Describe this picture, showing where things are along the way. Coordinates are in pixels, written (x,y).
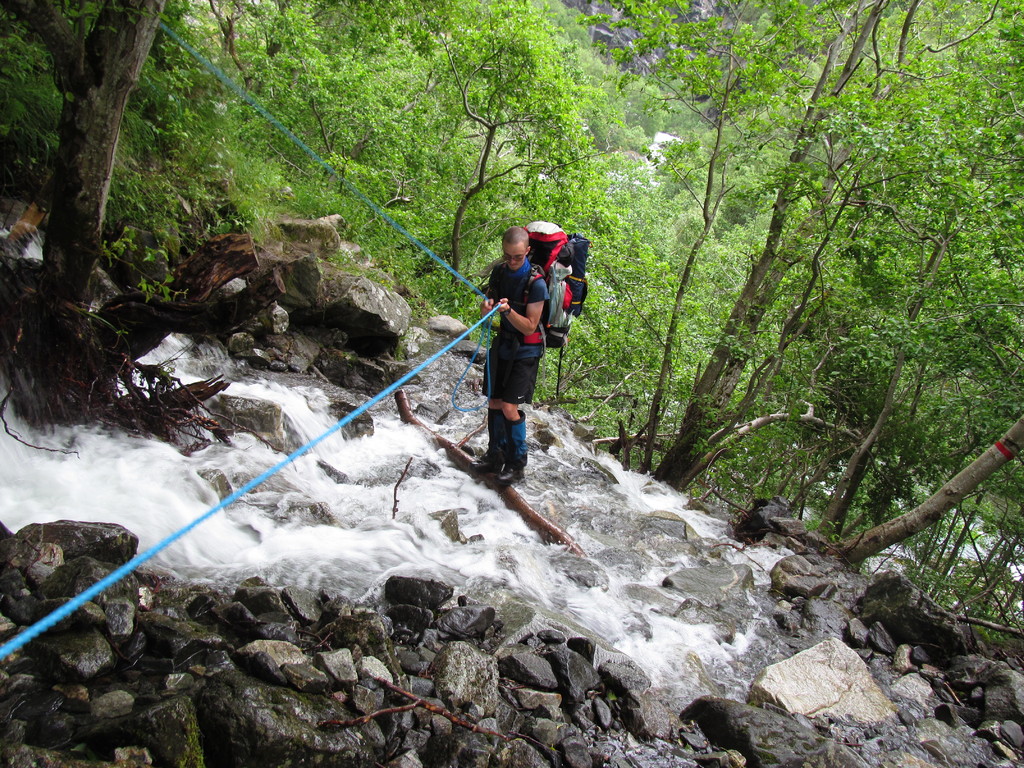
In this image, in the middle (512,280) there is a man (514,328), he wears a t shirt (509,287), shorts (522,386), shoes (518,462), backpack (557,254), he is holding a rope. At the bottom (466,618) there are stones (410,633), waterfalls (437,534), branches (397,491). At the top (253,128) there are trees (616,122), stones (299,248).
